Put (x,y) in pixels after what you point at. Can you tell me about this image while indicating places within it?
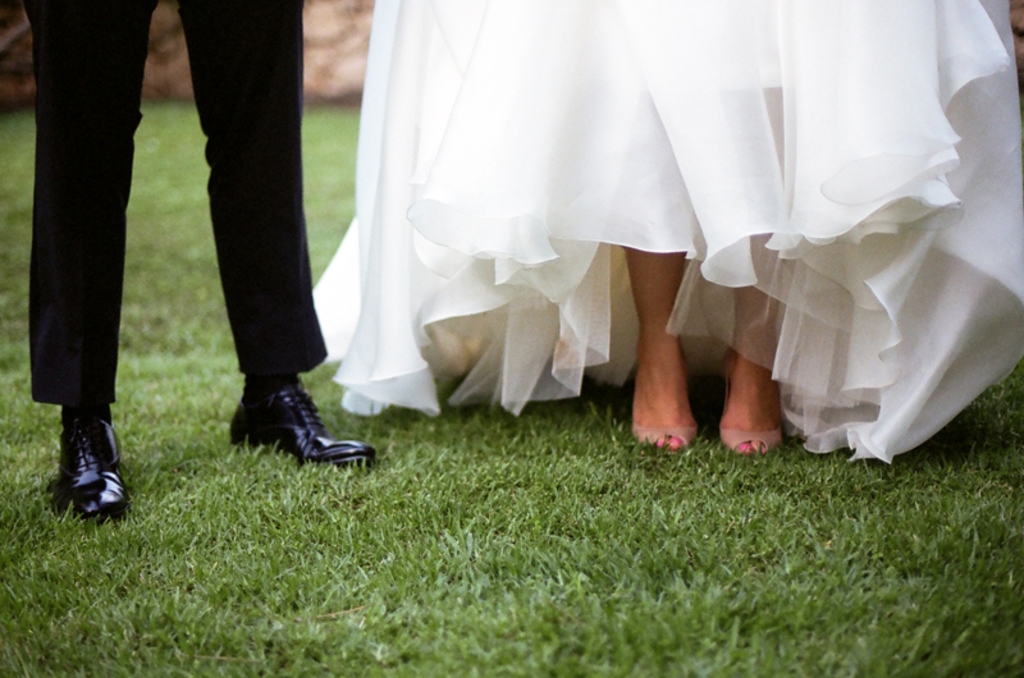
In the picture there is a grass (194,374) and on the grass (225,350) the legs (287,242) of a man (54,145) and a woman (687,268) are visible, the man (243,291) is wearing black trouser (256,288) and a woman (569,265) is wearing white dress (705,230).
